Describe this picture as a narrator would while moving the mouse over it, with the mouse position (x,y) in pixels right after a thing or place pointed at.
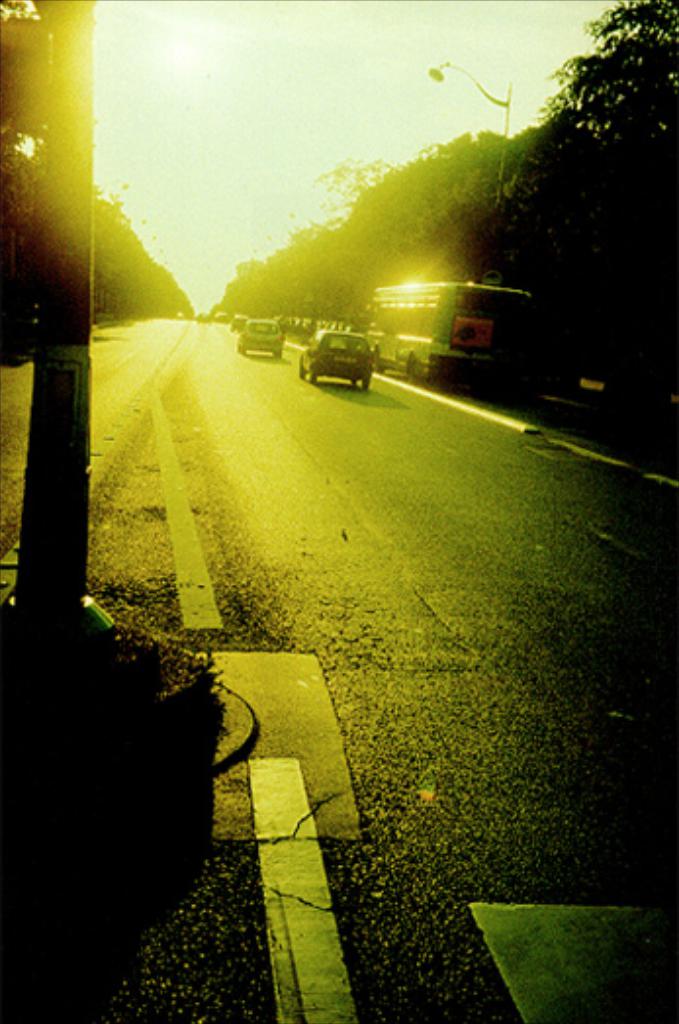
This image is taken outdoors. At the bottom of the image (335,943) there is a road (283,395). At the top of the image (272,80) there is a sky (297,88). In the middle of the image (261,348) a few vehicles (255,333) are moving on the road (320,410) and a bus (438,330) is parked on the road (578,472). On the left side of the image (84,287) there is a pole (62,280) and there are a few trees (102,274). On the right side of the image (505,135) there is a street light (508,105) and there are many trees (448,243).
